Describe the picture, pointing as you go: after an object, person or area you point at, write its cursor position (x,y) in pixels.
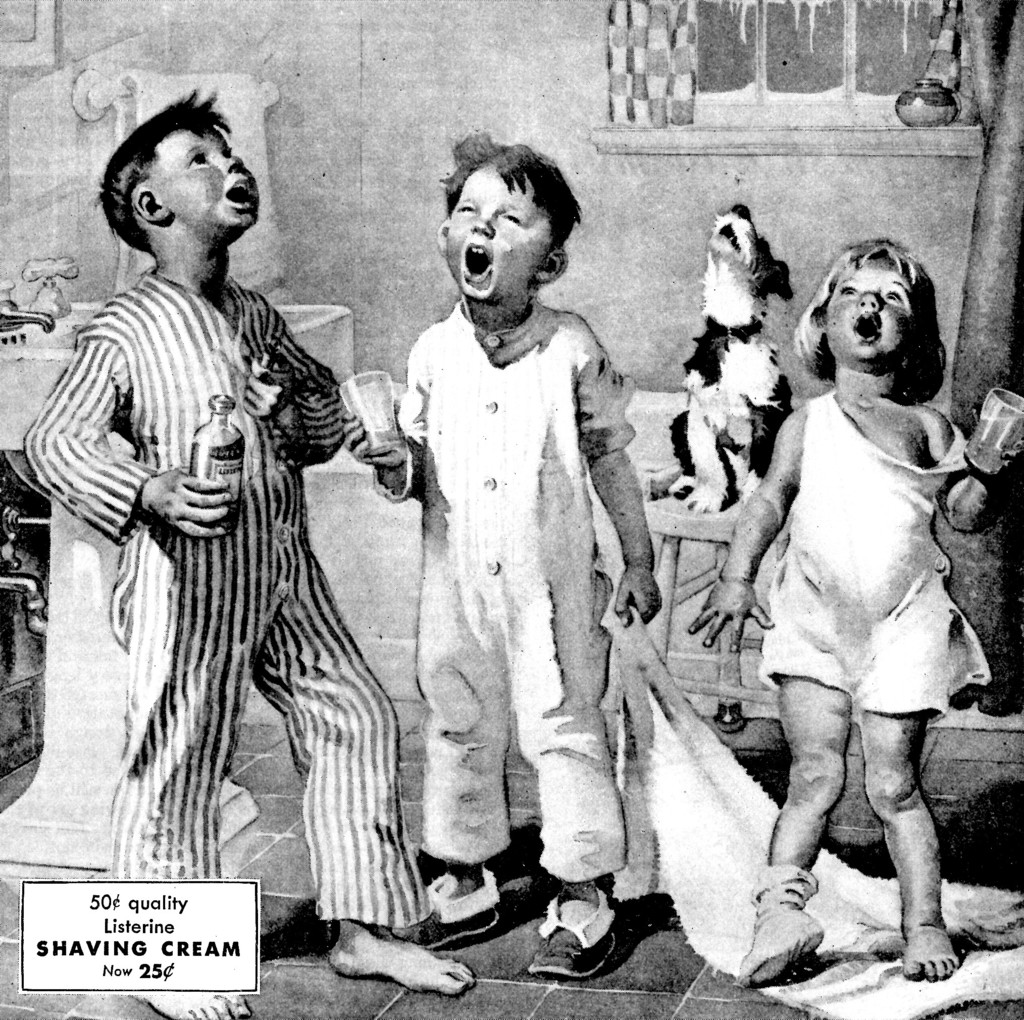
In this image we can see three kids (471,511), one of them is holding a bottle (203,472), two kids (911,339) are holding glasses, there is a dog (739,486) on the stool (672,579), there is a sink (26,336), taps (65,277), there is a towel (219,90) on the rod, there is a window (889,71), also we can see some other objects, one boy (581,709) is holding a towel (693,826), also we can see the text (149,966) on the image.
